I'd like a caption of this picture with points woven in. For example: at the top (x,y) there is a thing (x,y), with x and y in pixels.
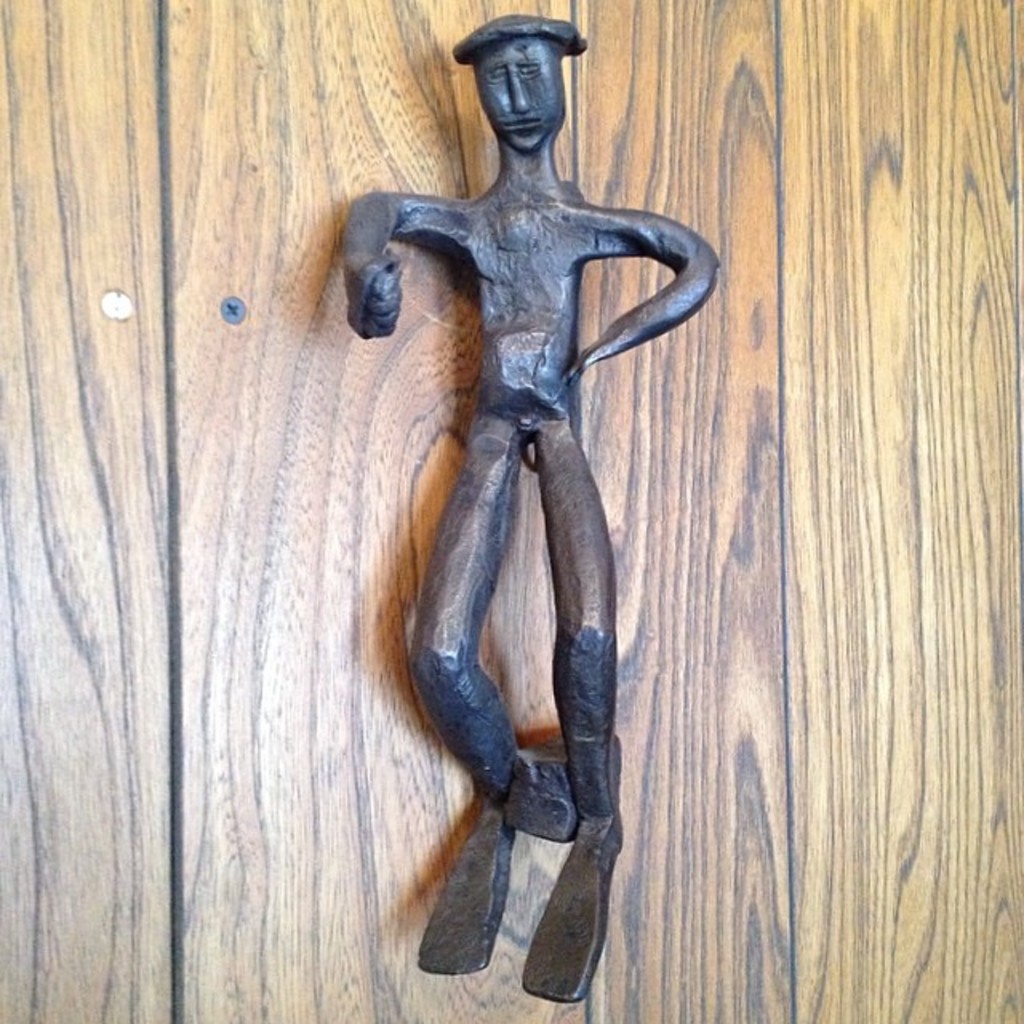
In the center of the picture (434,539) there is an object (482,545) made of iron (512,494), behind it there is a wooden object (250,643).
